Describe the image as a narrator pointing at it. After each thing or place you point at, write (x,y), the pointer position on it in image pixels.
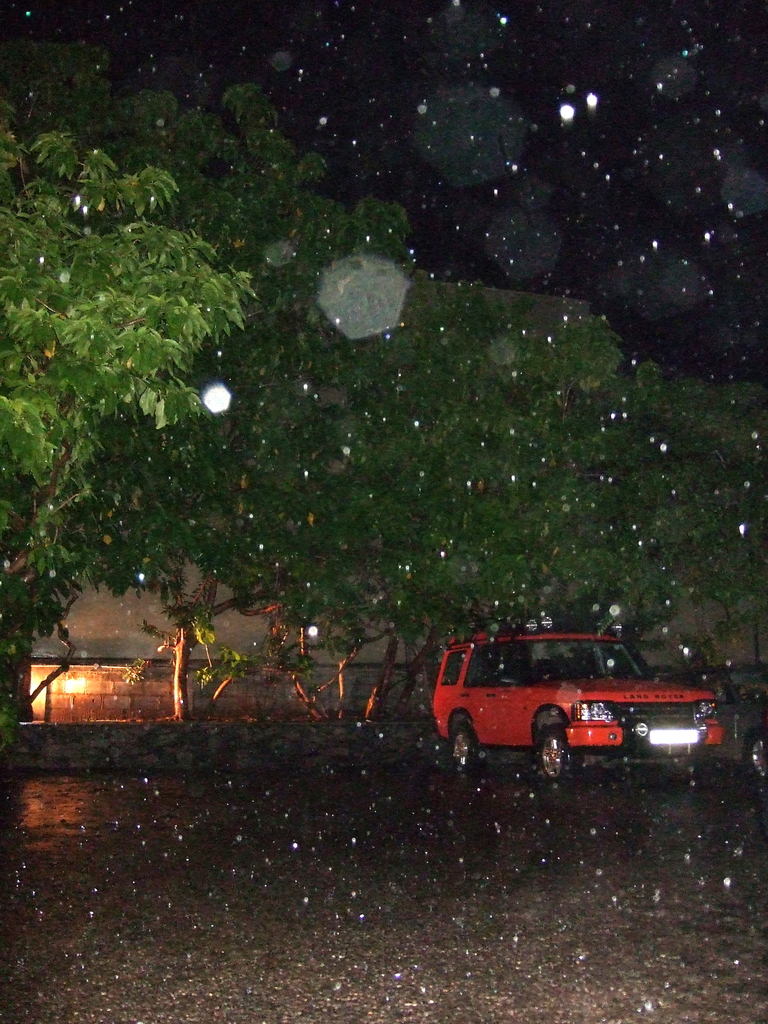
In this image we can see a vehicle (551,757) parked on the road (467,877). In the background (665,537), we can see a group of trees (325,535), light (64,684) and the sky (619,167).
